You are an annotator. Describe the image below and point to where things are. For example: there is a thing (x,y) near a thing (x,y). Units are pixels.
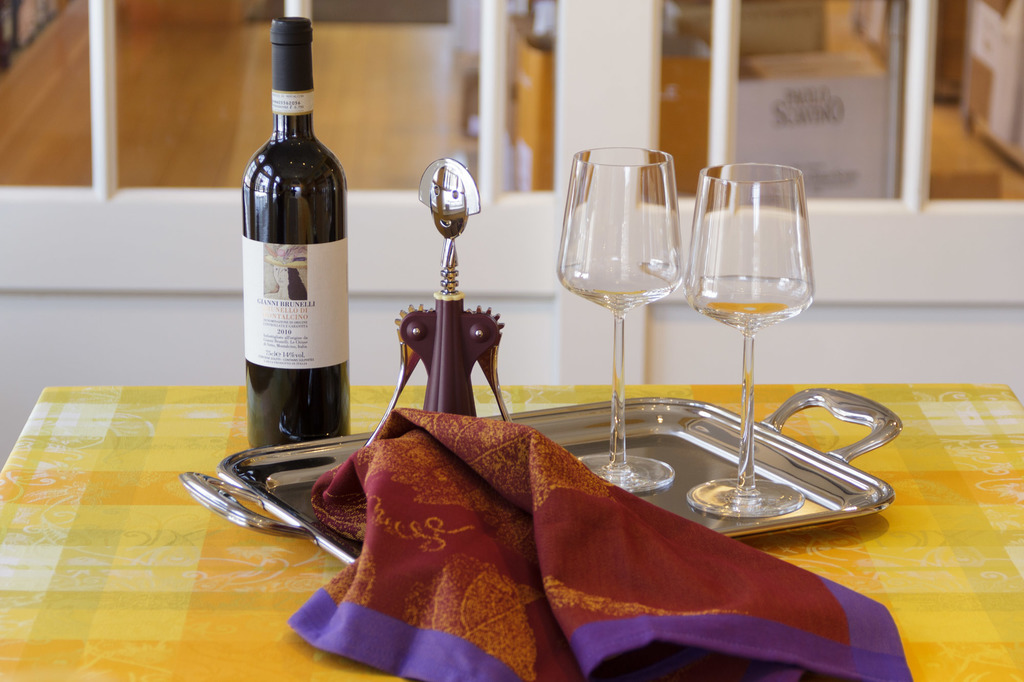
In the picture there is one table (29,649) and on the table (864,560) there is one tray (660,451) in which two wine glasses (588,278) and cloth (488,573) and opener (428,193) and one wine bottle (340,398) are present and behind the table (92,391) there is one glass window (100,182).
